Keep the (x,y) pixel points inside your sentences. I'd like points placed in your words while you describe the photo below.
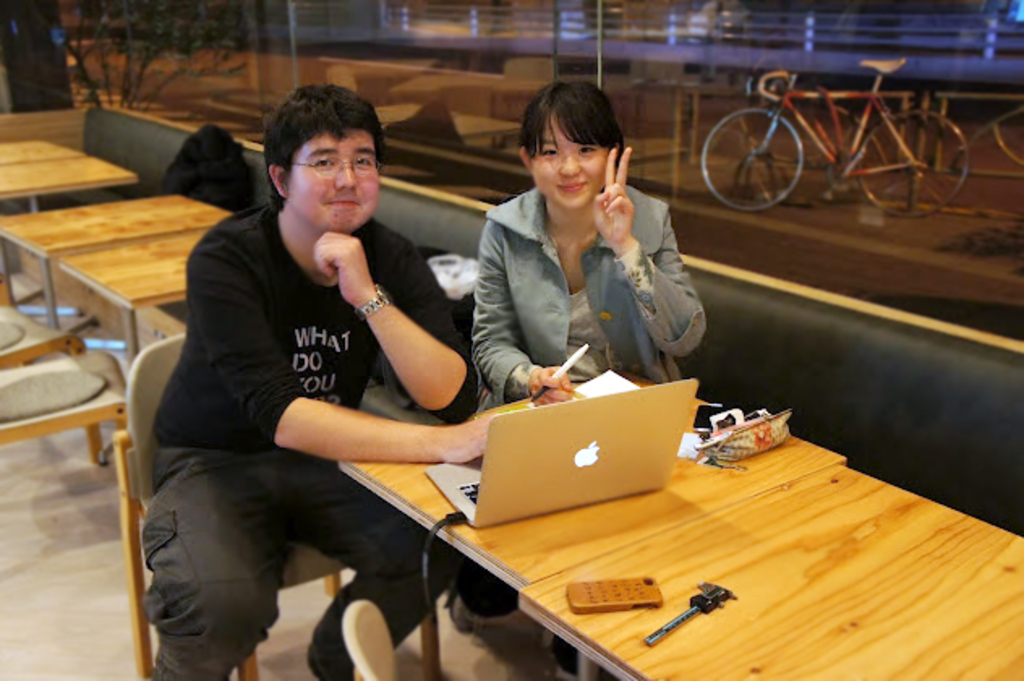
As we can see in the image there are two people (362,344) sitting in the front (365,324) on chairs (133,453). On table (759,507) there is a laptop (626,440) and a pouch (727,441). In the background (885,127) there is a bicycle (770,95), buildings (346,7) and a tree (195,49).
